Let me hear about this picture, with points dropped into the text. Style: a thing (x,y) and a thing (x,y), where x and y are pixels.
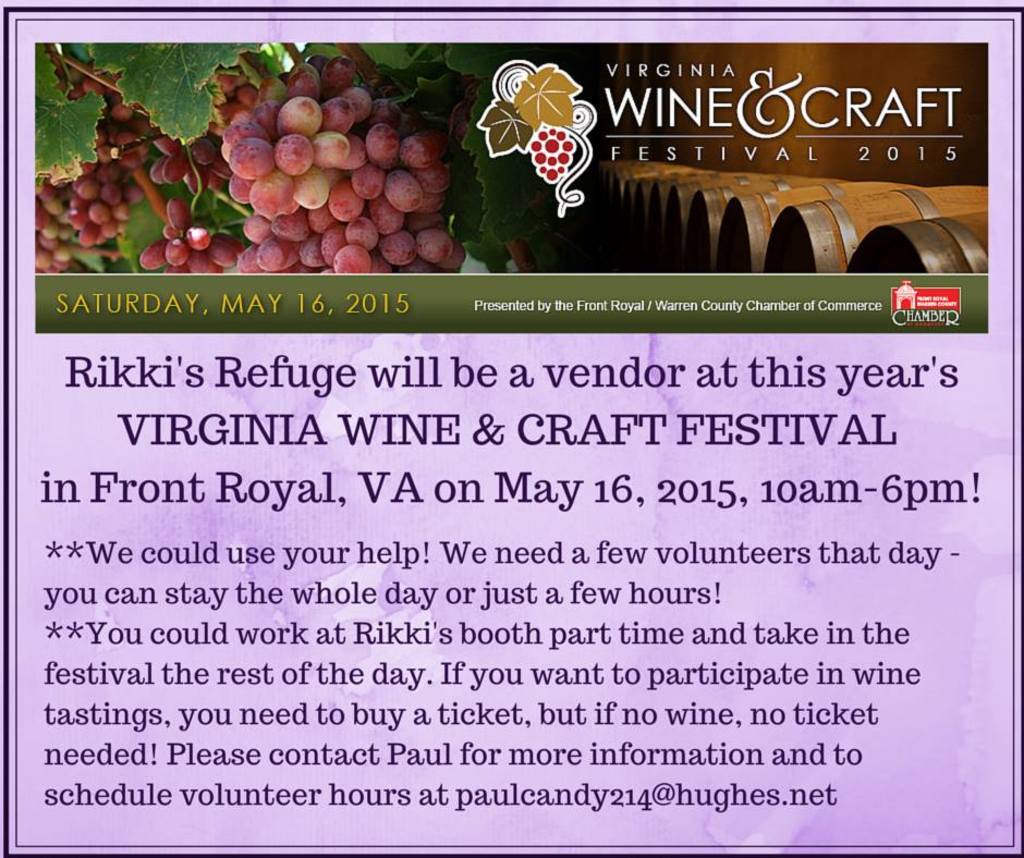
This might be a poster (434,575) in this image, at the top (170,256) there are some grapes (306,136), leaves (484,129), barrels (689,225) and some text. At the bottom (272,734) there is text (513,563).
